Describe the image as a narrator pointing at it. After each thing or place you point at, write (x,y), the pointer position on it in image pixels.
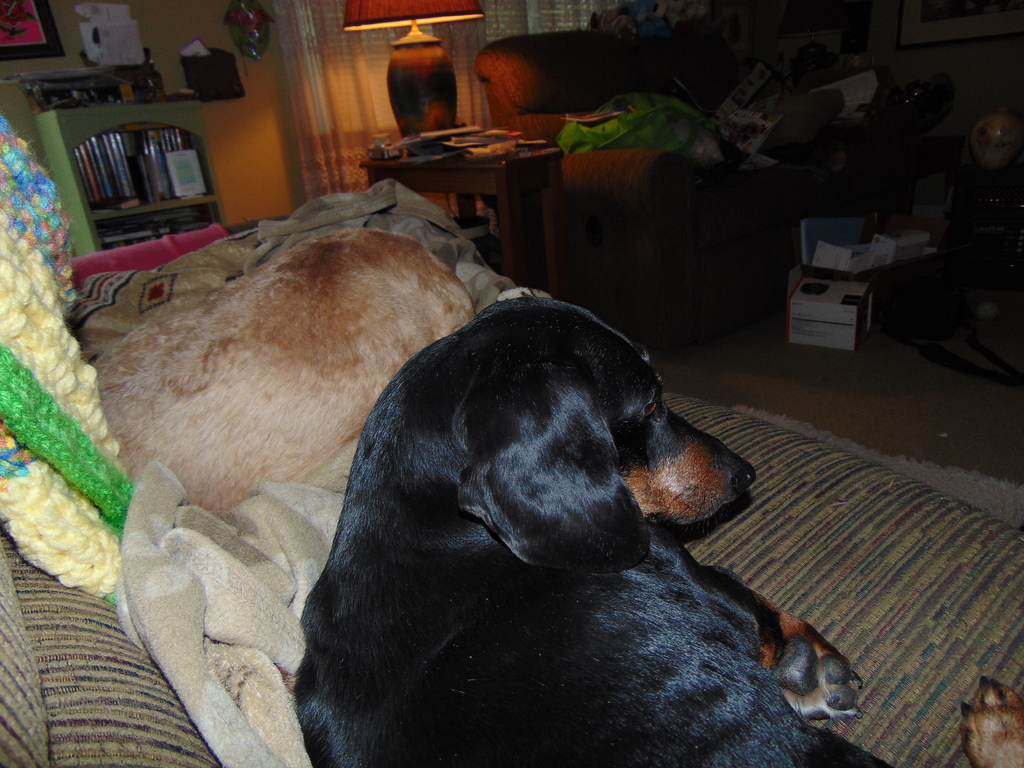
In this image we can see dogs (466,462) on a sofa (838,549). Also there is a blanket (215,533). In the back (165,140) there is a cupboard (133,147) with books (115,147). On the wall (72,34) there is a photo frame (55,48) and few other things (180,58). Also there is a lamp (443,114). And there is a table (460,161) with some items (469,151). And there is another sofa (617,161) with some items (773,128). Also there are boxes (853,296) and few other things (942,287). In the background (929,284) it is dark. And there is another photo frame (905,18) on the wall (942,60).
